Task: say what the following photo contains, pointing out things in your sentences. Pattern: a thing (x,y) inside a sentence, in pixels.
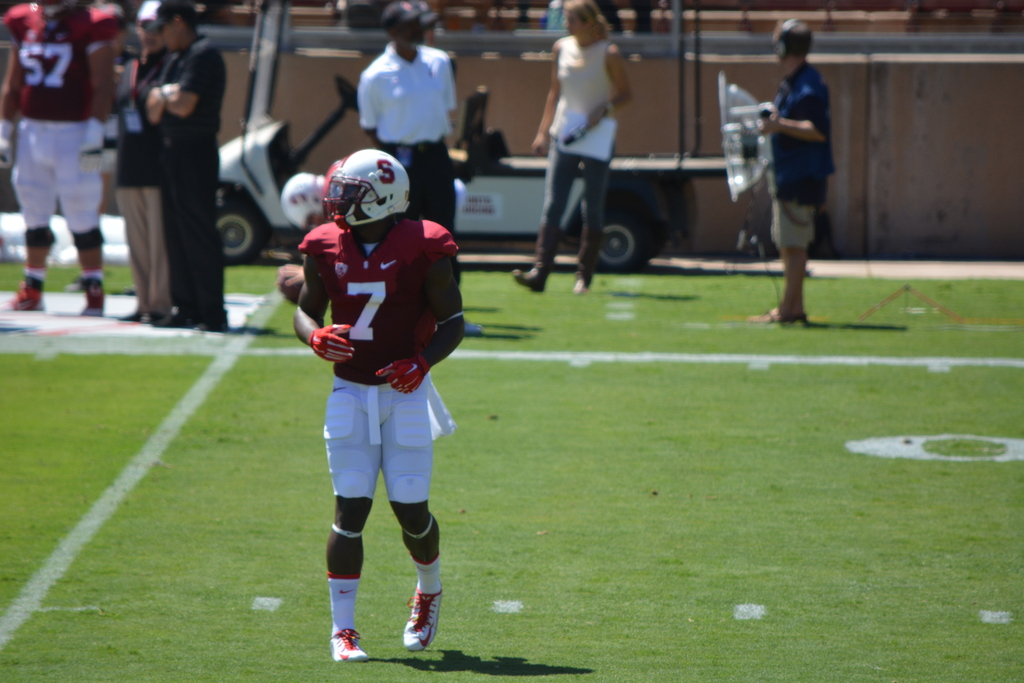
In this image I can see a person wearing helmet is standing in the ground (255,580) at the back (447,188) there are group of people (71,79) standing in-front of vehicle (683,121) also there is a wall (994,90).
